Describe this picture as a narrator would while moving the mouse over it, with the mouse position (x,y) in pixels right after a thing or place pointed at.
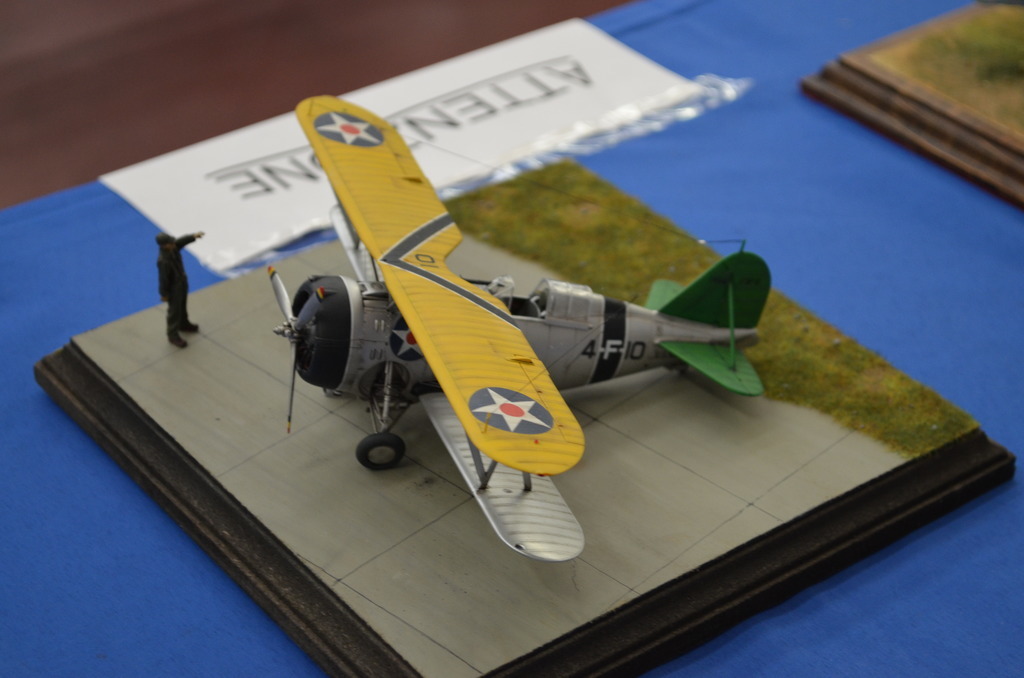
In this image there is a small airplane (459,313) on the wooden block (644,514). On the right side (982,126) top there is another wooden block (934,105). At the bottom (977,587) there is a blue color cloth (656,42) on which there is a label (591,83) which is sticked to the cloth (730,108). Beside the airplane (334,285) there is a toy (170,280) of a man (176,316).
